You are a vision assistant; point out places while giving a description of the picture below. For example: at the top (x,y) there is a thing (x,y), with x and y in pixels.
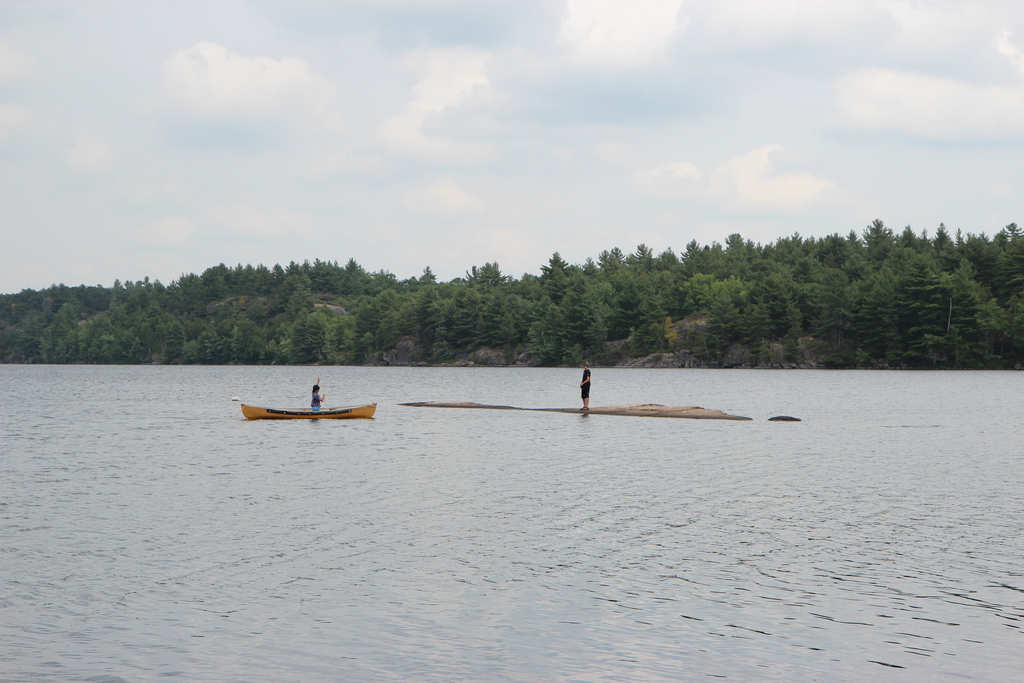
In this image we can see a boat (257,414) in which a person (314,388) is sitting is floating on the water (254,523). Here we can see this person (584,405) is standing on the rock (661,407). In the background (814,292), we can see trees (454,286) and sky (570,168) with the clouds (570,168).
